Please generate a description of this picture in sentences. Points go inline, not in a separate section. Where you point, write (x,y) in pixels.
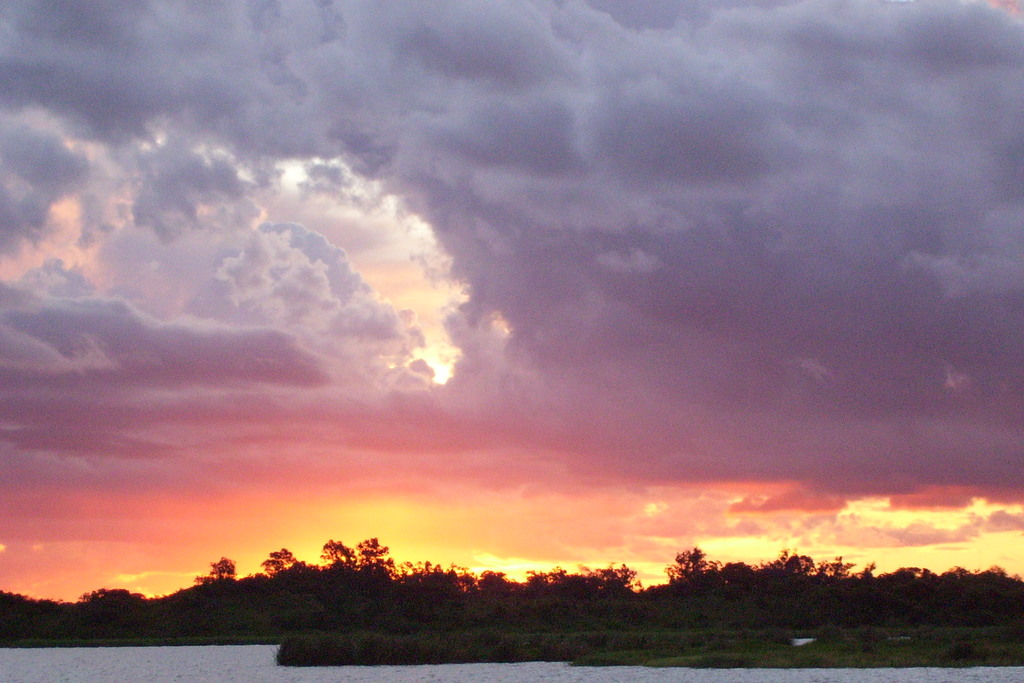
In this picture we can see some trees (356,596) in the front (217,612). Above we can see the sunset view (374,472). In the front (128,668) bottom side there is a sea water (277,652).
